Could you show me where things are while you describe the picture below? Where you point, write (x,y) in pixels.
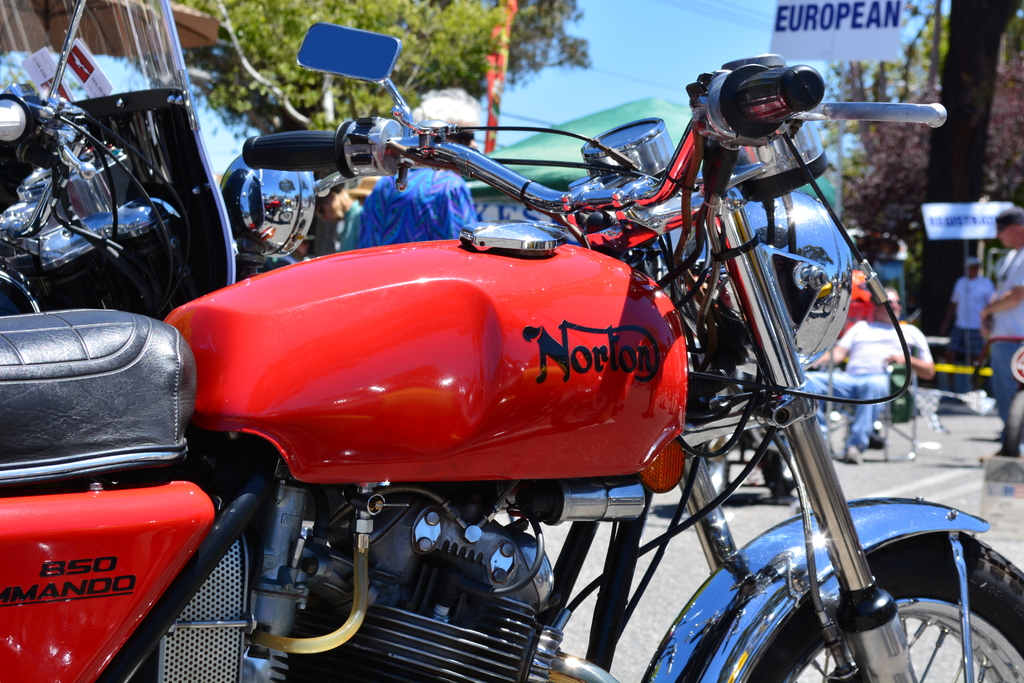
In the image we can see there are bikes (311,415) parked on the road (680,520) and there is a man (890,338) sitting on the chair (907,401). There are other people (993,294) standing on the road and behind there are trees (227,18). There is a banner (796,55) on the top (821,38) and it's written ¨Europeans¨ on it.
